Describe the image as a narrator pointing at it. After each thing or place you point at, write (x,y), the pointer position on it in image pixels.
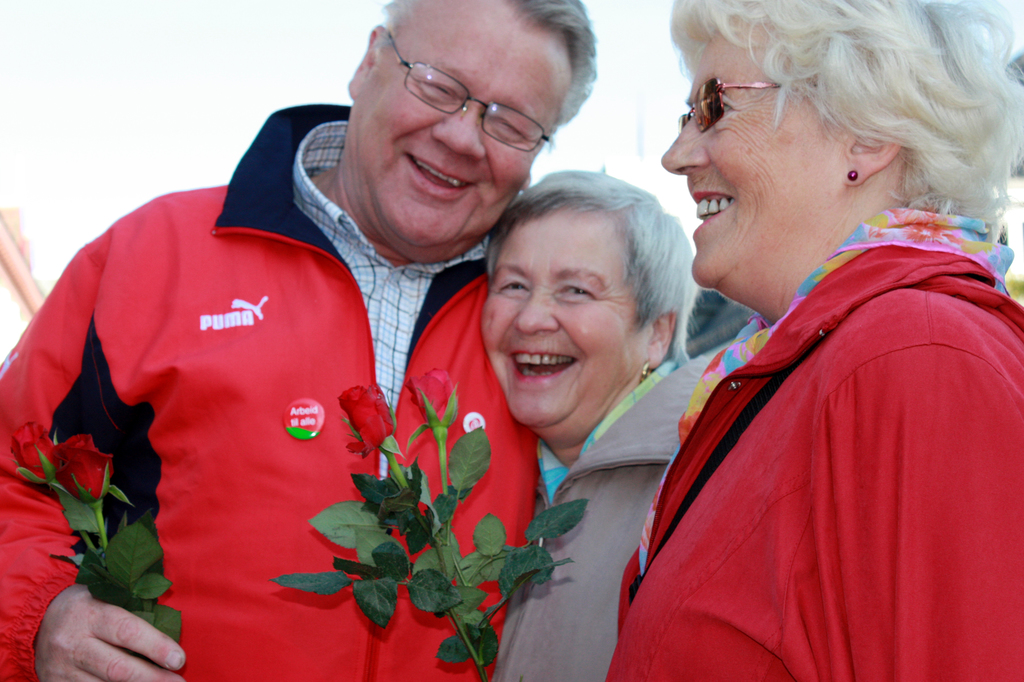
In the center of the image (658,350) there are people (590,444) standing and laughing. There are rose flowers (371,439) with leaves (361,534).
